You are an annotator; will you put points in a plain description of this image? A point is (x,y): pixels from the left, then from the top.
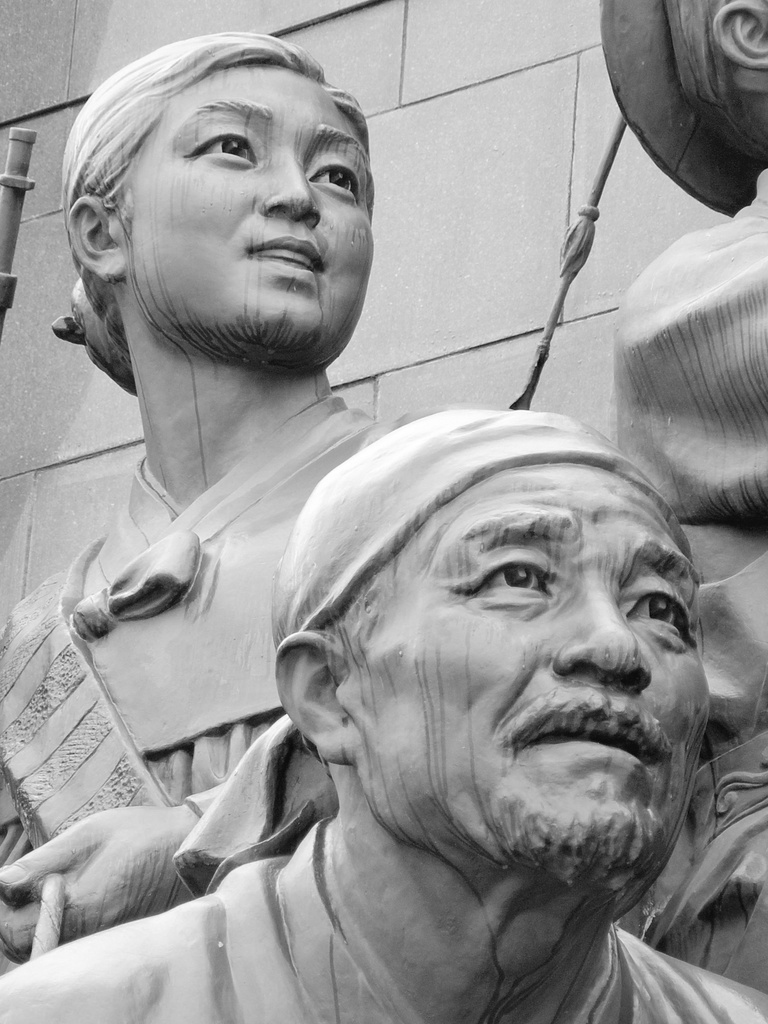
In this picture I can observe two statues (381,613) of humans (308,435). This is a black and white image. In the background (360,325) I can observe a wall (466,127).
